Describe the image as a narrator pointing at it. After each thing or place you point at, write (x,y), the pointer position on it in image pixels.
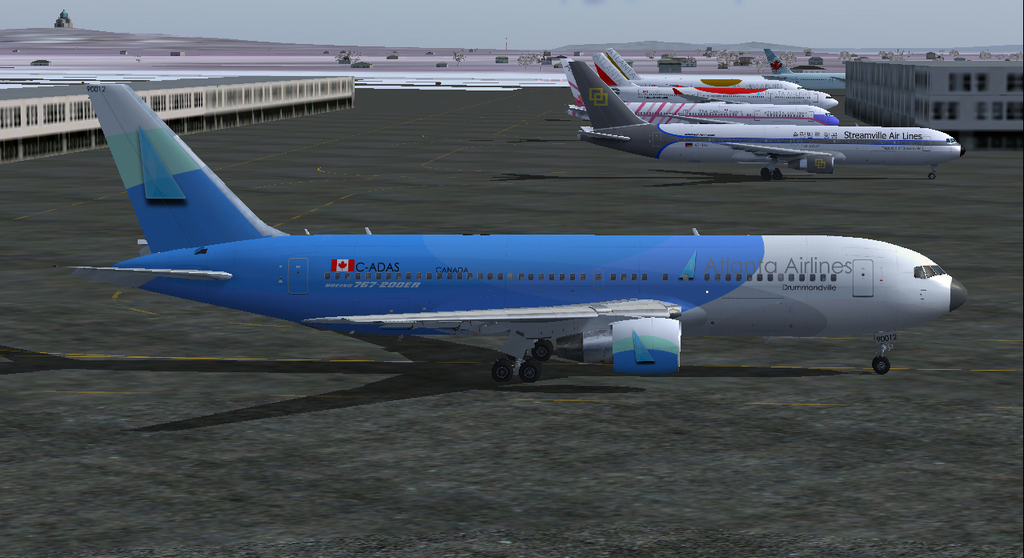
In this image there are flights (691,238) on the runway (325,148), buildings (911,117), few stones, plants (524,57), mountains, a tower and the sky (814,3).
